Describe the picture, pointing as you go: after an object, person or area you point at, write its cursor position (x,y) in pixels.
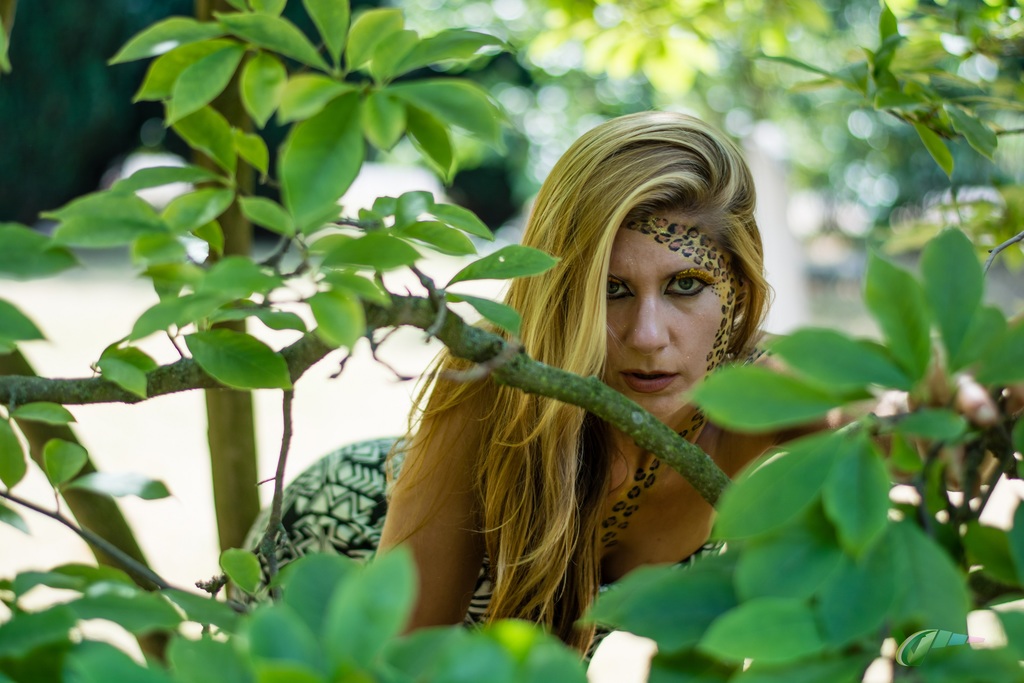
There are branches (801,577) in the foreground area of the image (767,573) and a lady (468,606) behind it.
